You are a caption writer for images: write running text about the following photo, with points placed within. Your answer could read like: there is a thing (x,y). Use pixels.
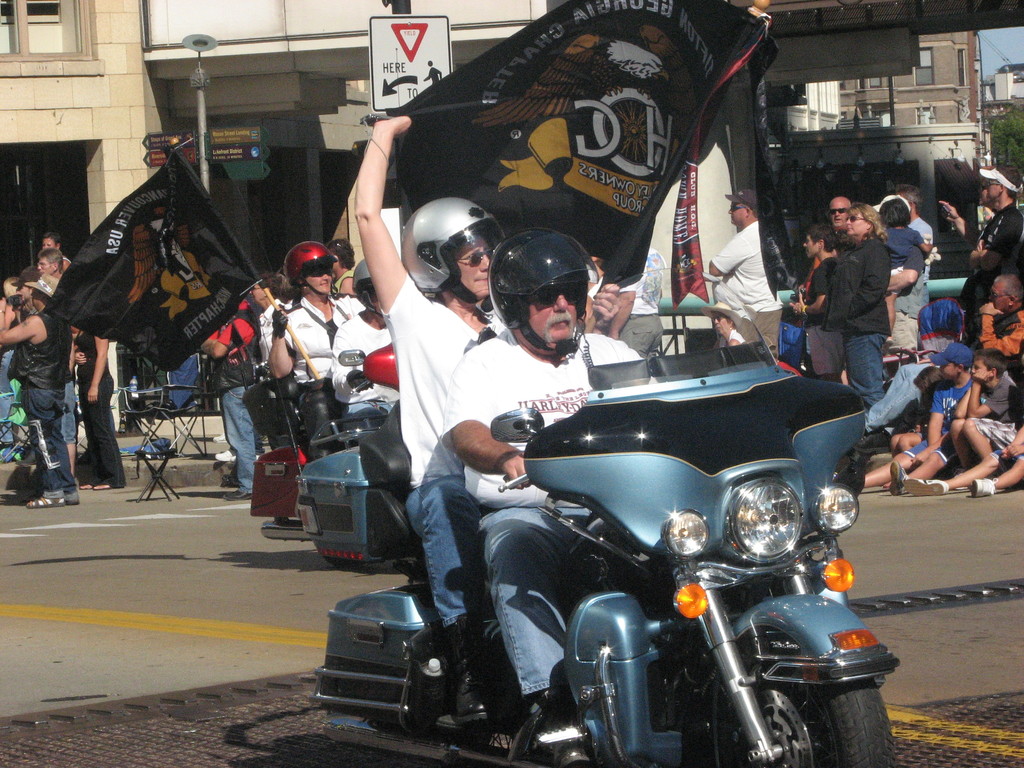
In this picture we can see some persons (440,428) on the bike (520,418). And this is the road (92,599). Even we can see some persons (880,251) standing on the road (131,644). On the background (203,11) there is a building (859,145). And this is the tree (1008,160).
